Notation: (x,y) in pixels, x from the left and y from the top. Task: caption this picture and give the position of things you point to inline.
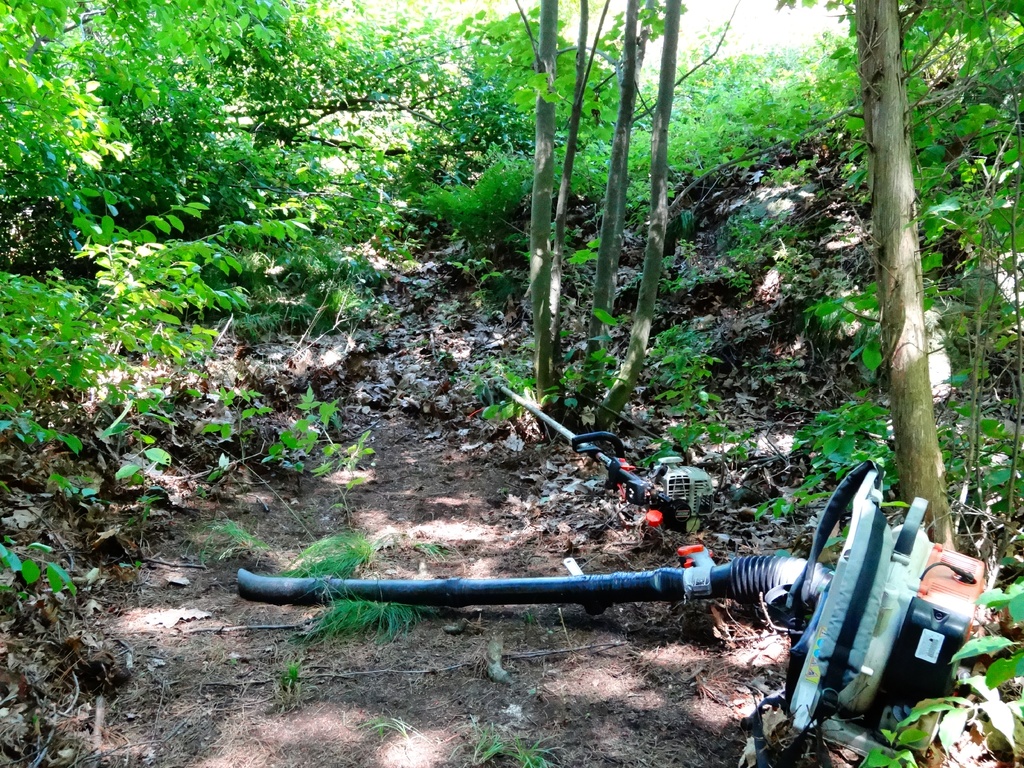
In this image we can see two objects (624,590) looks like motors (454,584) on the ground (402,535), and there are few trees (882,215) and plants (639,134).
